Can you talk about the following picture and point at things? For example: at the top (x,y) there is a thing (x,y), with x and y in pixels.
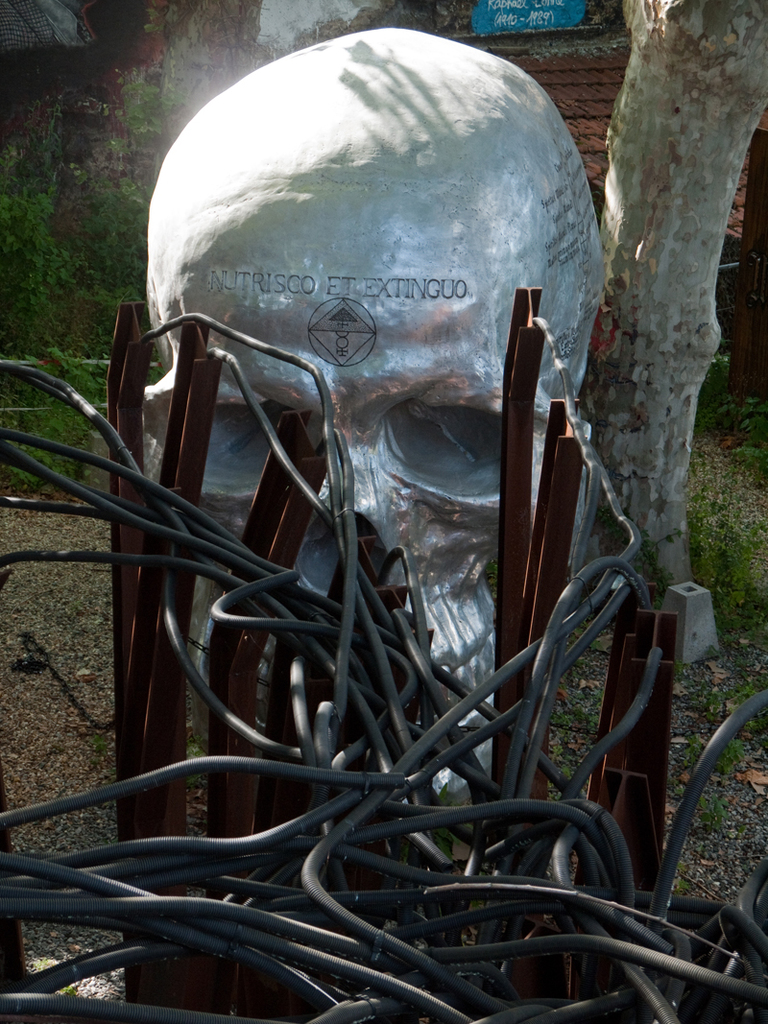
In this image I can see a cable wires (225,617) and iron rods (222,668) and sculpture (374,297) of a person (428,294) and stem (680,284) of tree (724,234).
